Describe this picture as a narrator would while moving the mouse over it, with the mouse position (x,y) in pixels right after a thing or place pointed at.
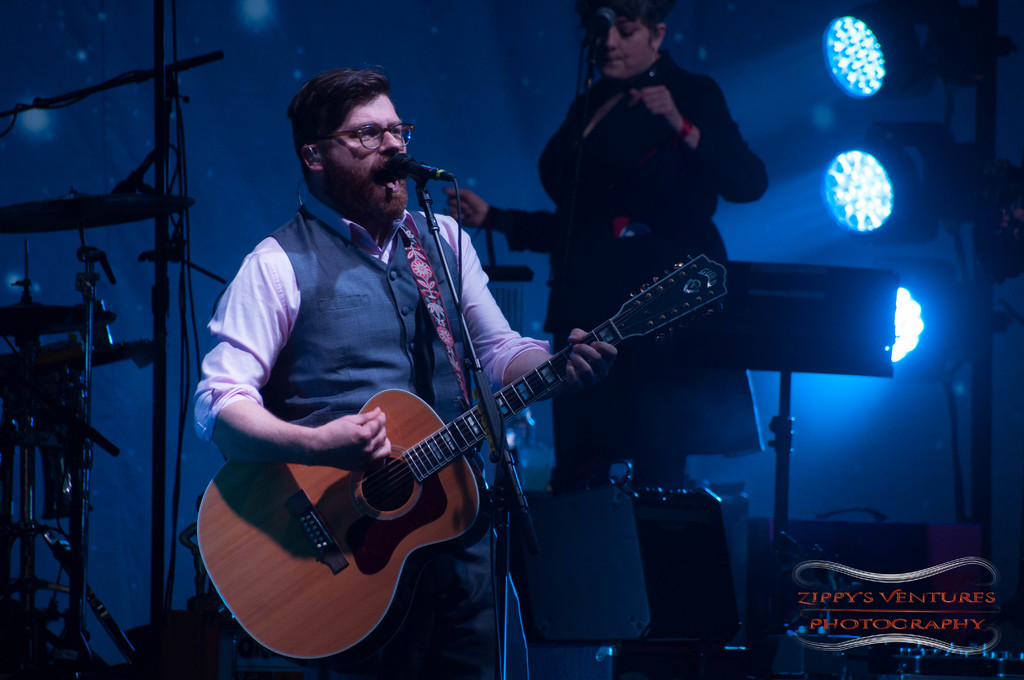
This man (416,310) is playing guitar (409,467) and singing in-front of mic (404,170) and this woman (628,148) is standing. Backside of this woman (652,231) there are focusing lights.
